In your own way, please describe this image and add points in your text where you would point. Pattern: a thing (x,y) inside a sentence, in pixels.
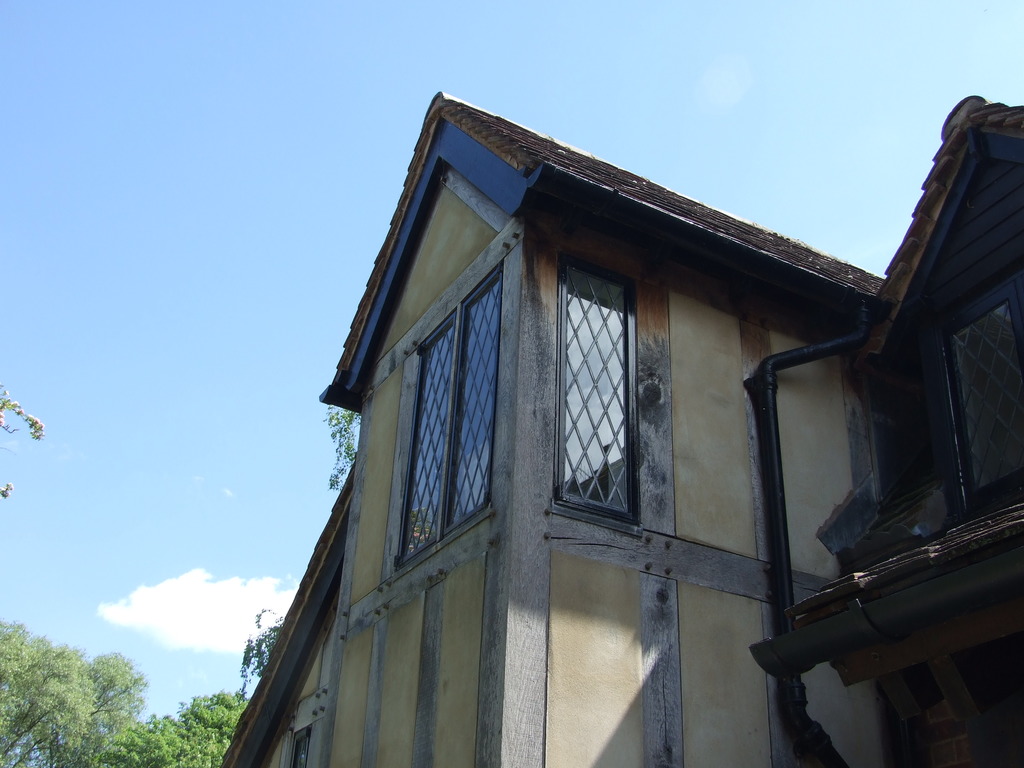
In the image in the center (354,507), we can see the sky (132,536), clouds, trees (133,685), one building (505,607), wall (507,604), roof (943,174) and windows (608,339).
